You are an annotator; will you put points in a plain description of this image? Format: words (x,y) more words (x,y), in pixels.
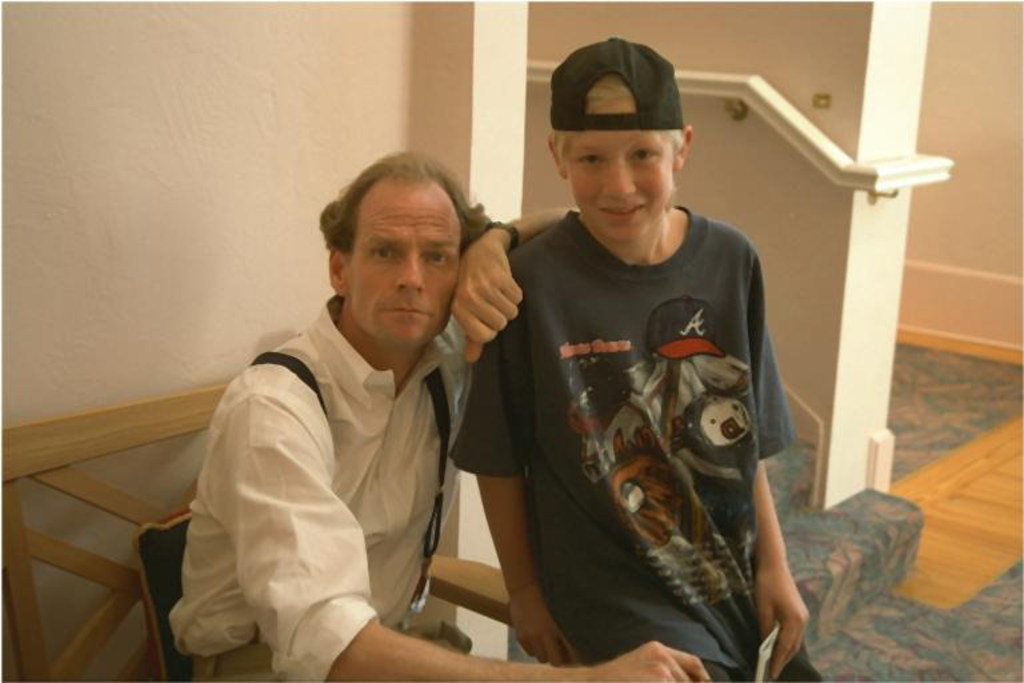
This image consists of two persons (417,519). One is sitting in a chair (126,594). There are stairs (835,594) in the middle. One of them is wearing a cap (625,69).
